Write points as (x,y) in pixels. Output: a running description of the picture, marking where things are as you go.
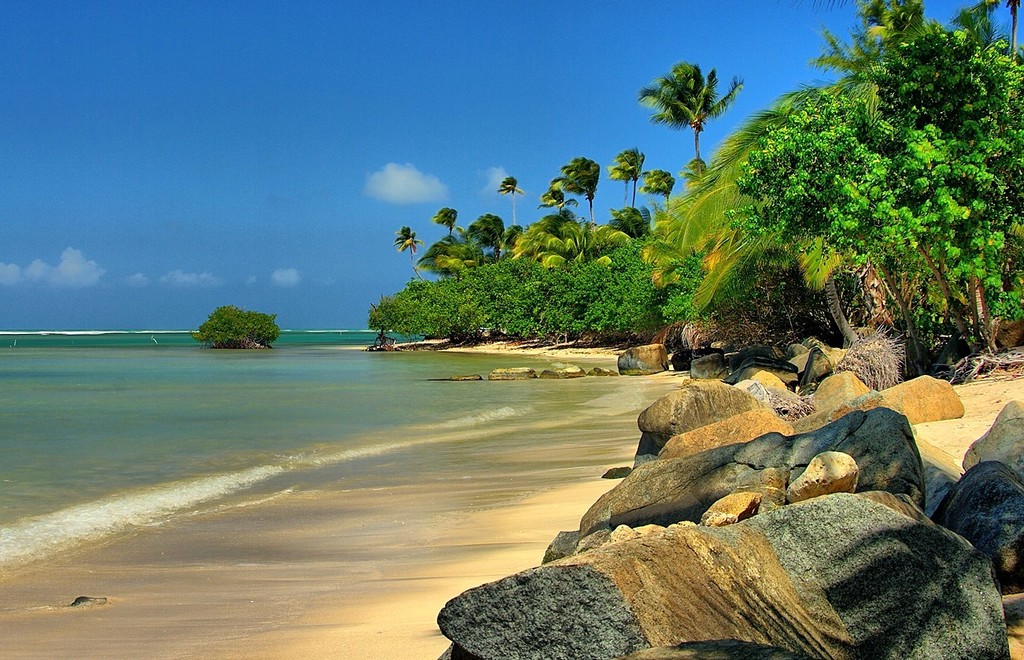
In this there is the sky (407,117) towards the top of the image (377,90), there are clouds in the sky (215,199), there is a sea (18,407) towards the left of the image (207,342), there are plants (867,168), there are trees (877,108) towards the right of the image (866,150), there is sand (338,547) towards the bottom of the image (416,507), there are rocks (726,469).
